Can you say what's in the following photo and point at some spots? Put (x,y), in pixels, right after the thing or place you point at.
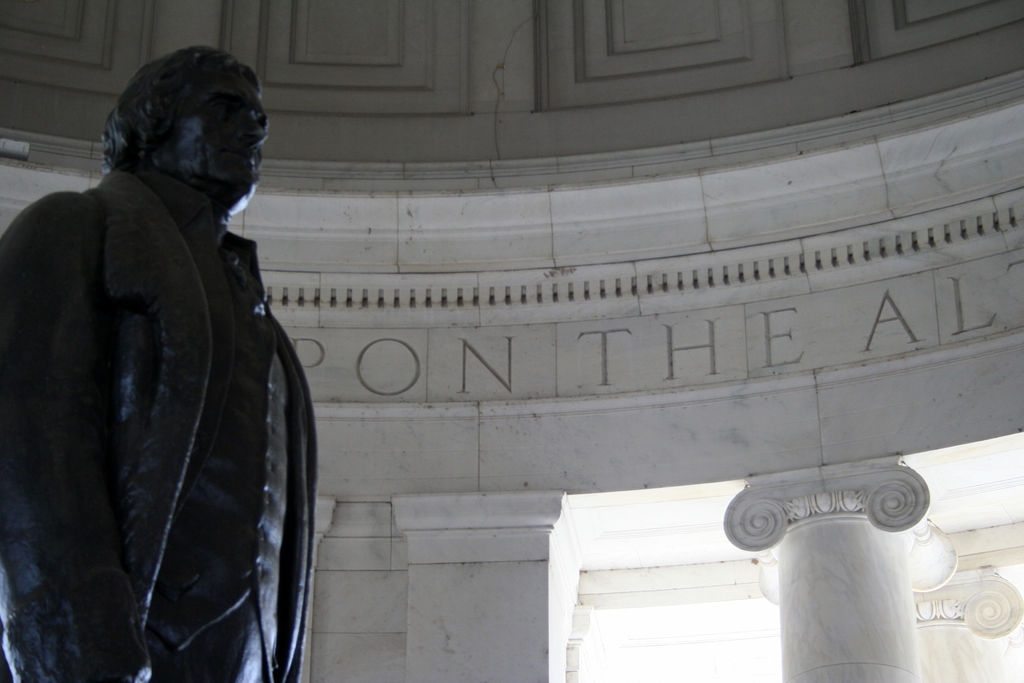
On the left side of the image (87,367) we can see a statue (196,524). In the background (497,397) there is a wall (696,364) and a pillar (858,582).
